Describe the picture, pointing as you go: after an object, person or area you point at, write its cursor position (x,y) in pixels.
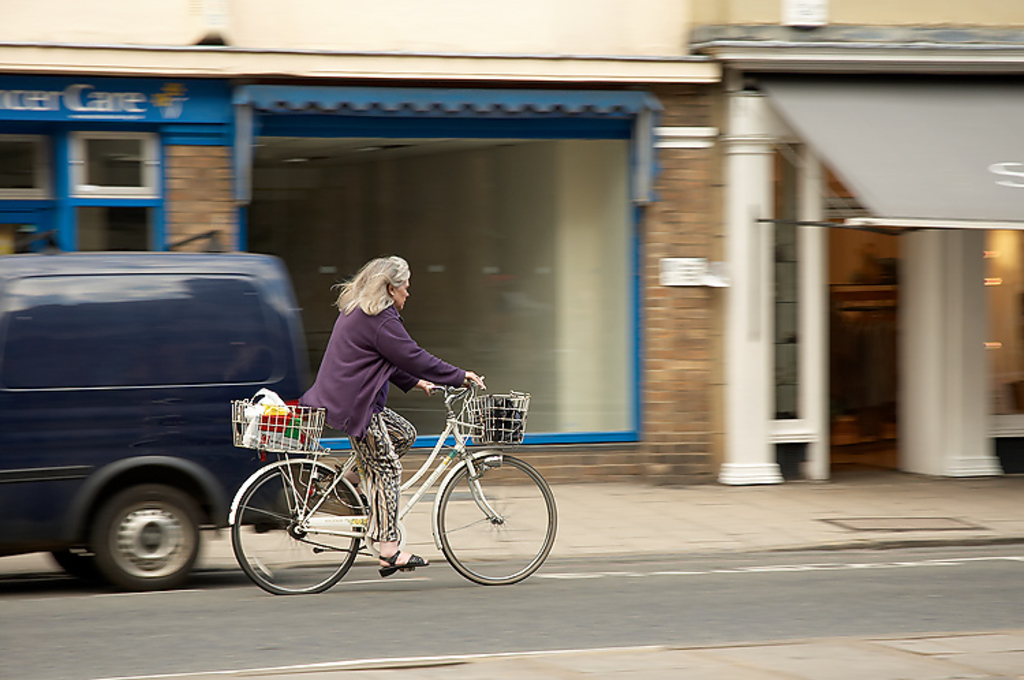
There is a person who is riding a bicycle (503,465). This is road (673,567) and there is a vehicle (180,453). Here we can see a building (674,292) and this is wall (669,249).
